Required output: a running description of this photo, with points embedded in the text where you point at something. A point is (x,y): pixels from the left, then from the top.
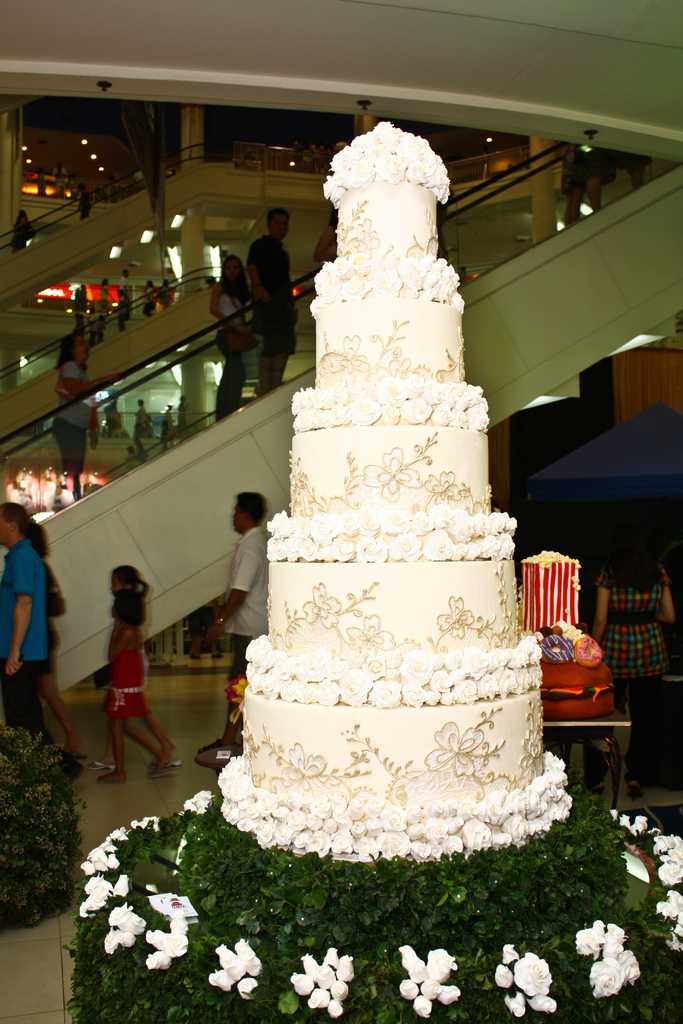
Here in this picture, in the middle (409,390) we can see a stepped cake (419,539), that is fully decorated with flowers (356,362) is present over a place and behind that we can see number of people (242,660) standing and walking and we can also see escalators (32,444) on which we can see people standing and we can also see lights (180,267) present on the roof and on the right side (593,688) we can see a table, on which we can see some things (579,673) present.
